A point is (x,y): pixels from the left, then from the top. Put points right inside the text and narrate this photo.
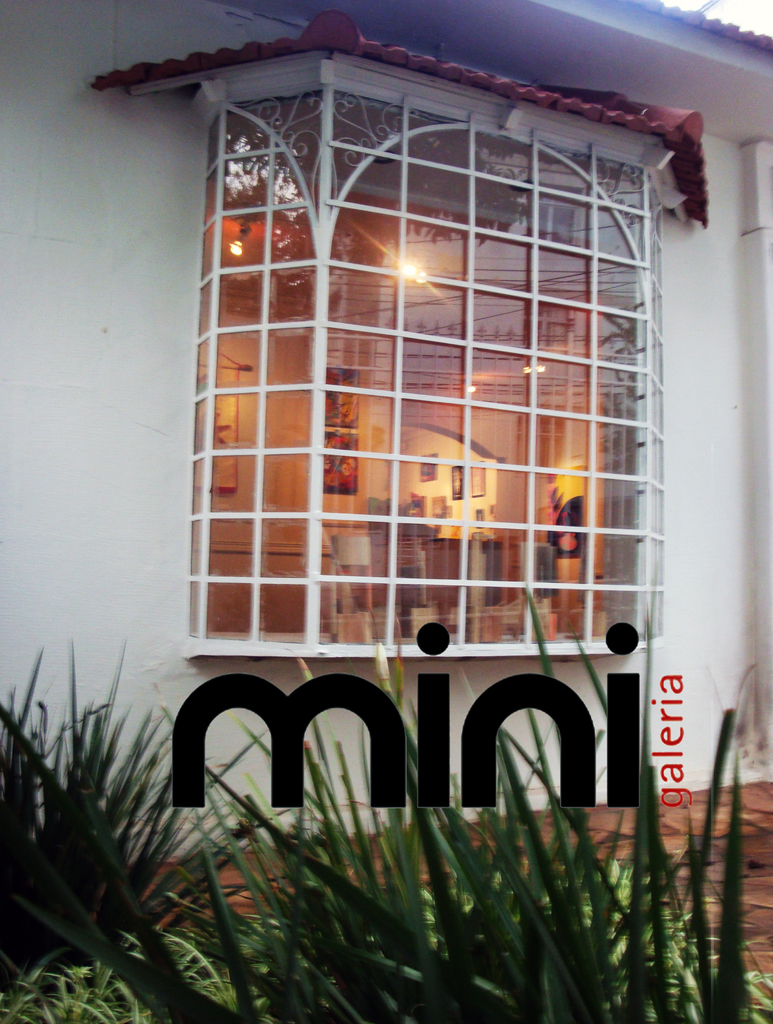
In this image we can see a window (360,374), inside the window (435,580) room (424,515) is there. The walls (80,444) are in white color. Bottom of the image (579,909) plants (394,918) are there and on the image a watermark (195,750) is present.
